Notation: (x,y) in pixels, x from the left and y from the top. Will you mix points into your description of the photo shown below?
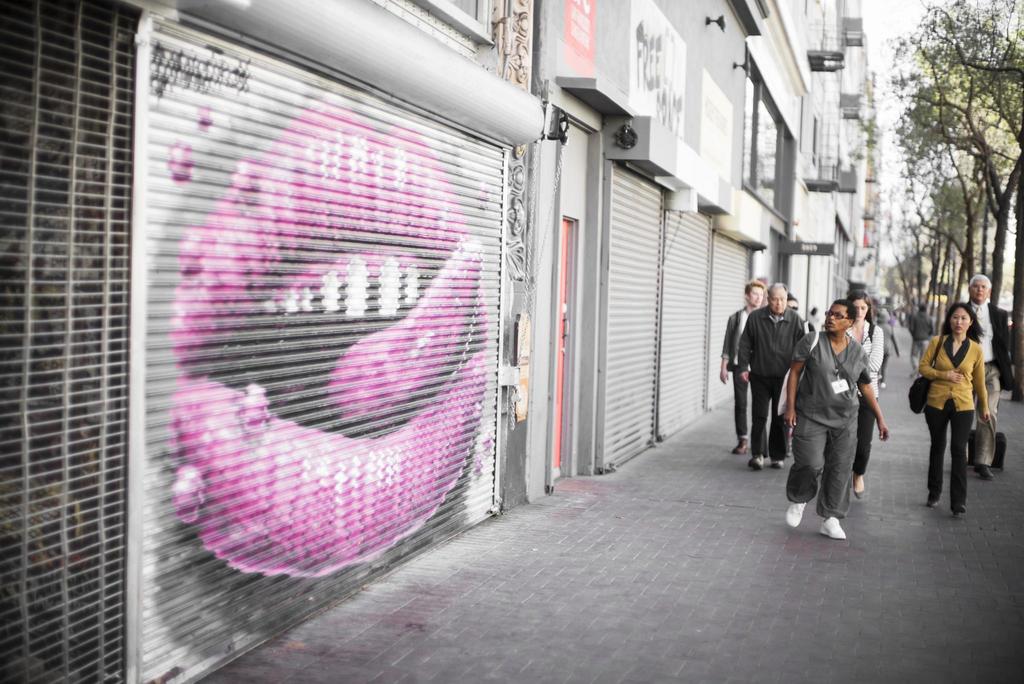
In this image there are a few pedestrians (846,408) walking on the pavement (916,370), on the right side of the pavement (902,368) there are trees (944,238) and buildings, on the left side of the pavement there are closed shutters (402,330) with name boards (663,75) and lamps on the buildings (524,293).
